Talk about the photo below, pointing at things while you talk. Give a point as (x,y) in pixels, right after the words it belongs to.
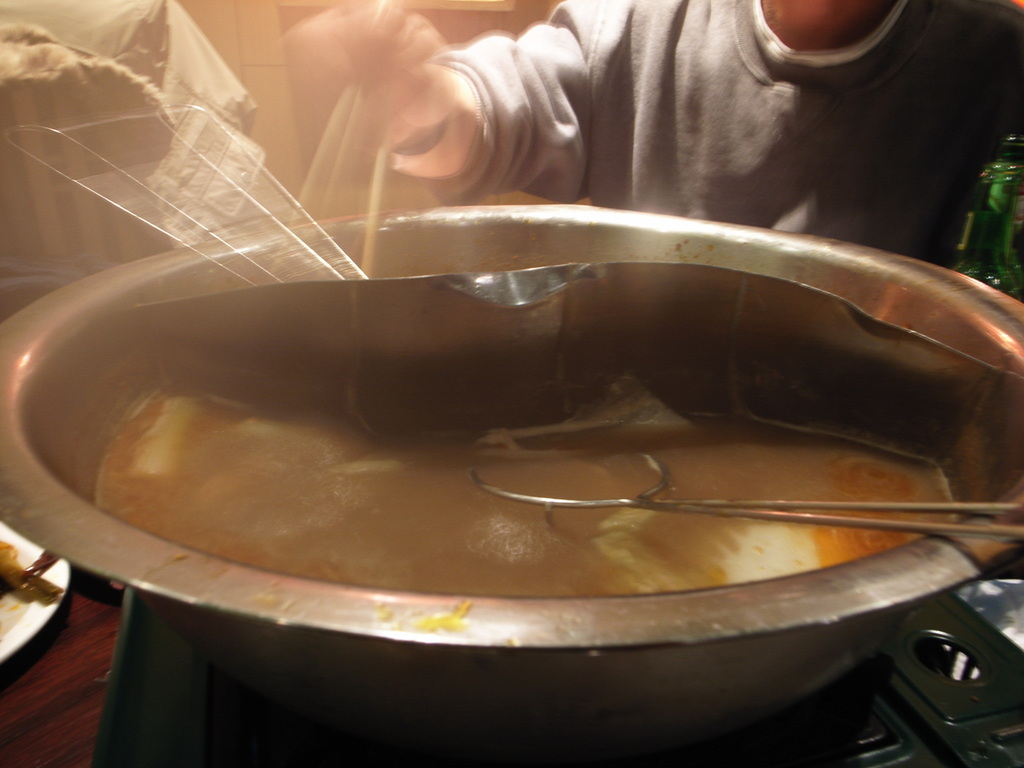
There is a steel container (179,308) present in the middle of this image (452,350). There is one person (595,134) standing at the top of this image (684,83).
